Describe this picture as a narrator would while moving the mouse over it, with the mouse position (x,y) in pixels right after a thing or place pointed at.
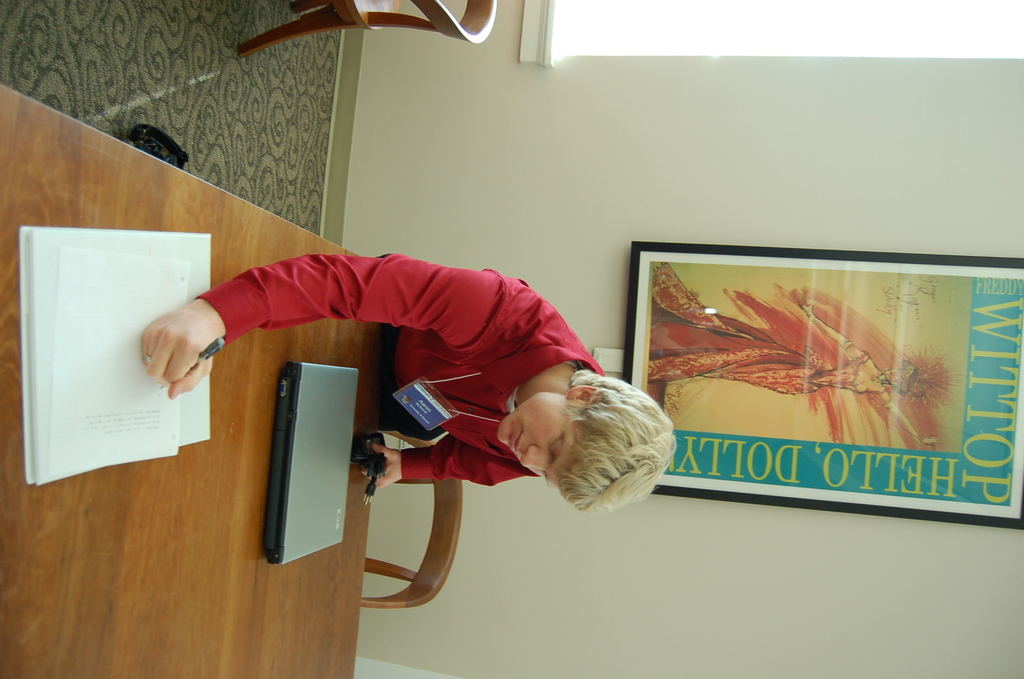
In this image, I can see the person (505,426) sitting and writing on a paper (157,389). This is the wooden table (335,594) with a laptop (313,504) and a book (96,438) on it. I can see a chair (437,575). This is a photo frame (904,361), which is attached to the wall (848,204). At the top of the image (491,31), I can see another chair (416,19). I think this is the floor (175,91).
